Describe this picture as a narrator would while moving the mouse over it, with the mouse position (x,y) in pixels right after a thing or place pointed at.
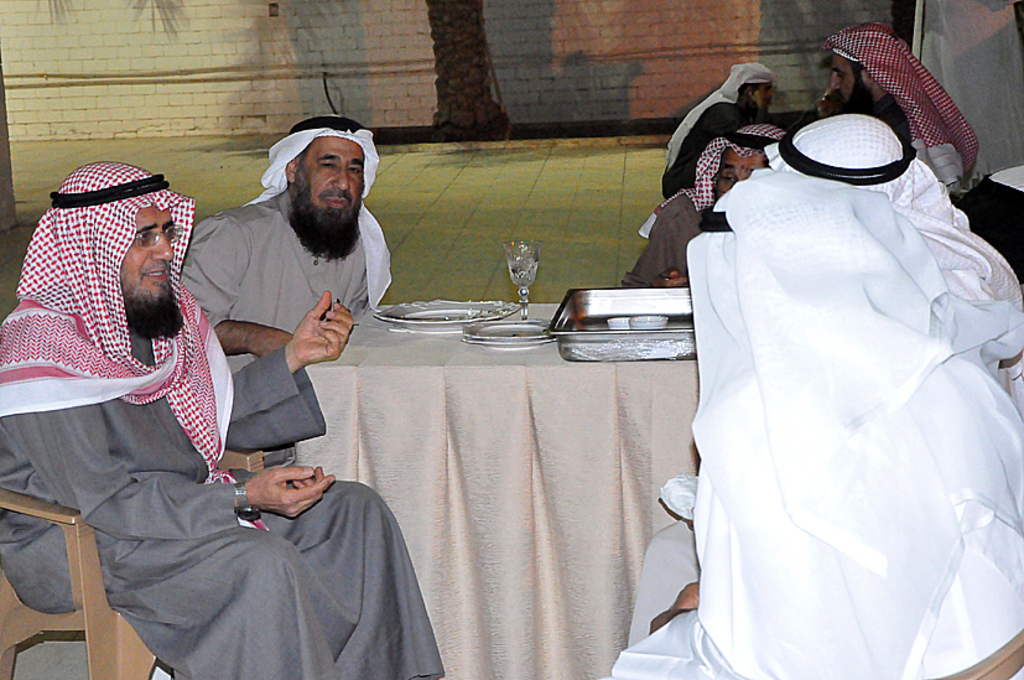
In a picture there are people (904,388) sitting on the chairs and in front of the table (554,308). On the table (390,415) there is glass (521,311) and plates (510,332) and tray (628,333) and behind them there are people (656,208) sitting on the chairs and there is one big tree (480,71) and big wall (566,53) and the persons (334,206) wearing a big dress (125,528) with a scarf (87,243) on their head (140,216).
